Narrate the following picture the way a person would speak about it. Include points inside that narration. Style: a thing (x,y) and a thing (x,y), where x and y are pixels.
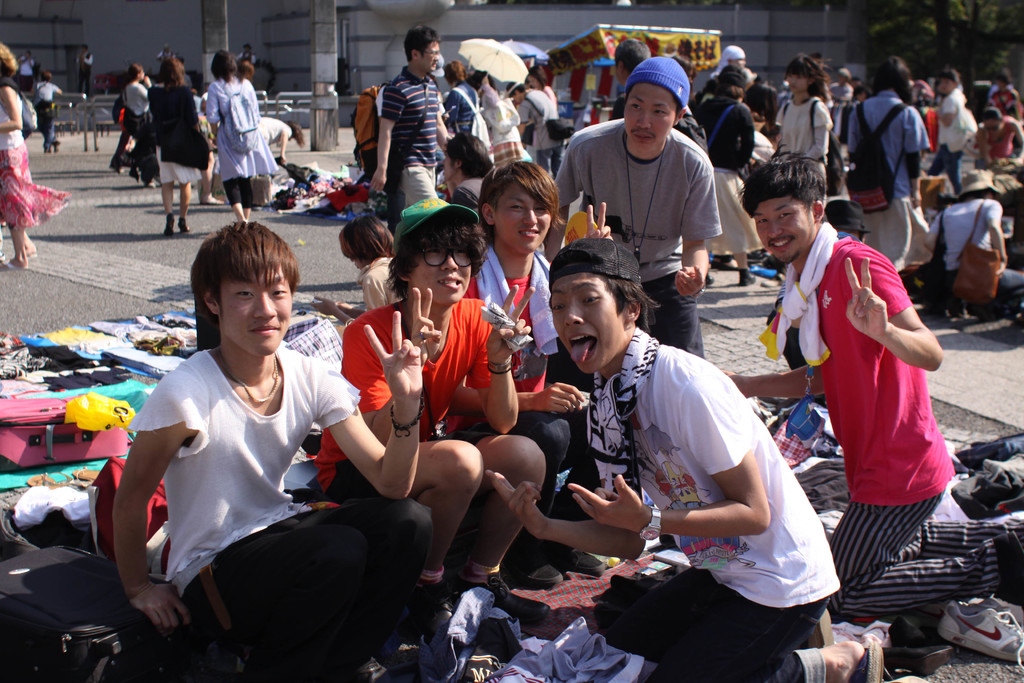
As we can see in the image there are group of people (379,359) here and there, cloth (71,376), suitcase (43,409) and in the background (834,56) there is a building (284,13).
